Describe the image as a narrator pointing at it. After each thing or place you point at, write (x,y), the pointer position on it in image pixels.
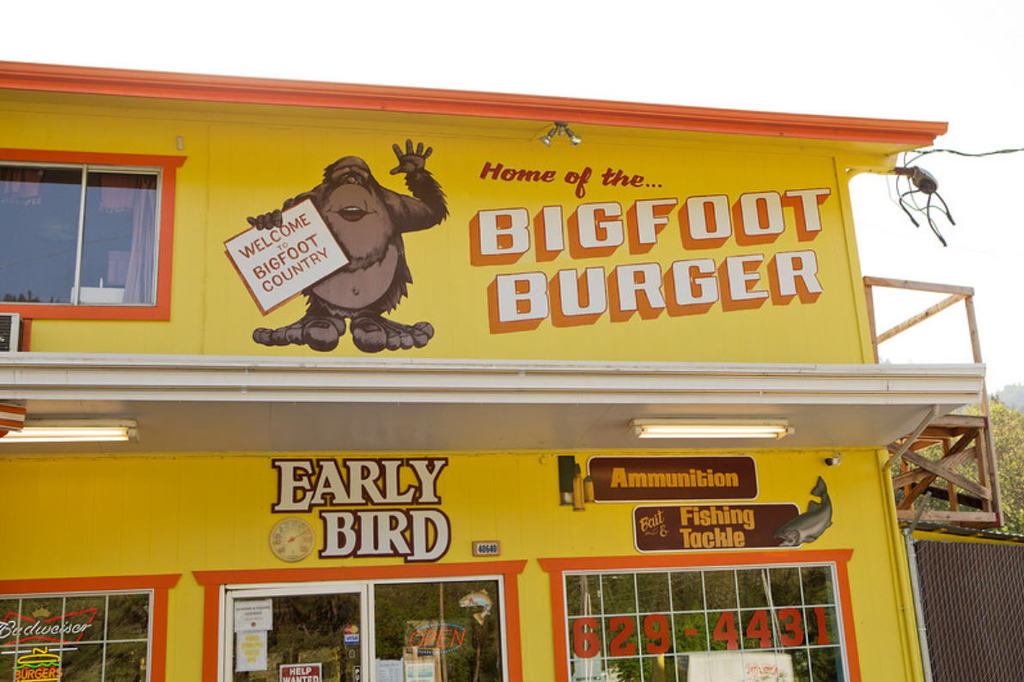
It looks like a store (497,479) it is in yellow color, there are pictures (394,335) in it. At the top (420,51) it is the sky (420,51).
